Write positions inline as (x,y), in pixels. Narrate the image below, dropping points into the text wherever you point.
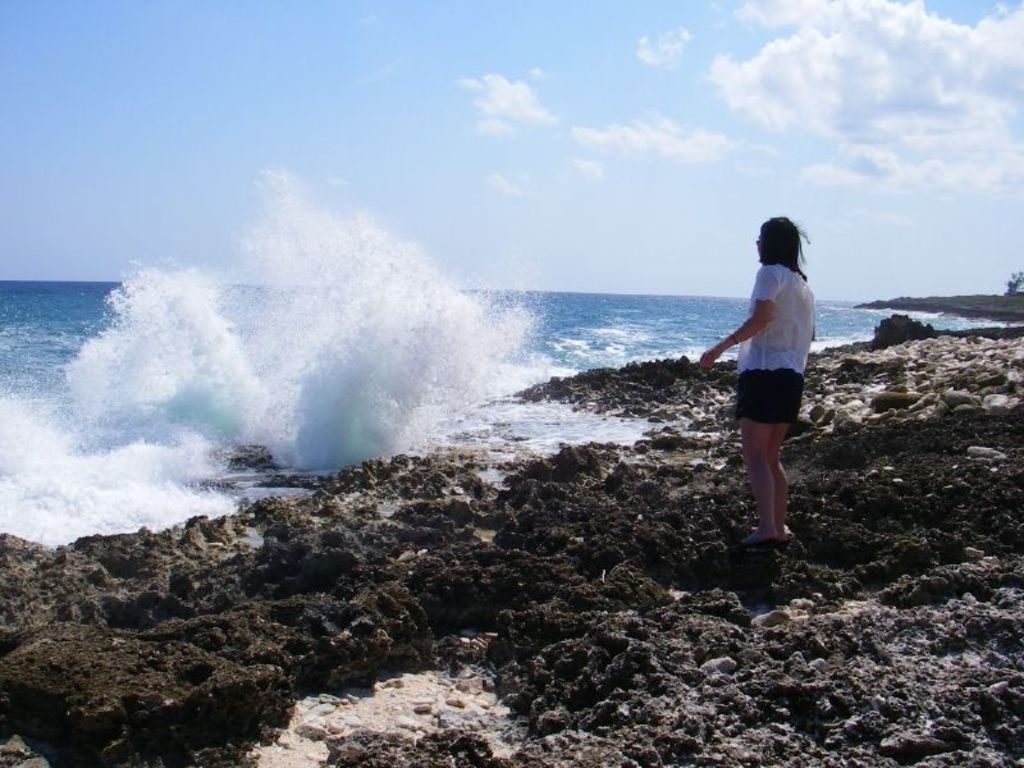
In the foreground (848,512) I can see a person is standing on the beach (772,643). In the background (610,264) I can see the ocean (183,325) and the sky (465,265). This image is taken during a day near the ocean (444,286).
